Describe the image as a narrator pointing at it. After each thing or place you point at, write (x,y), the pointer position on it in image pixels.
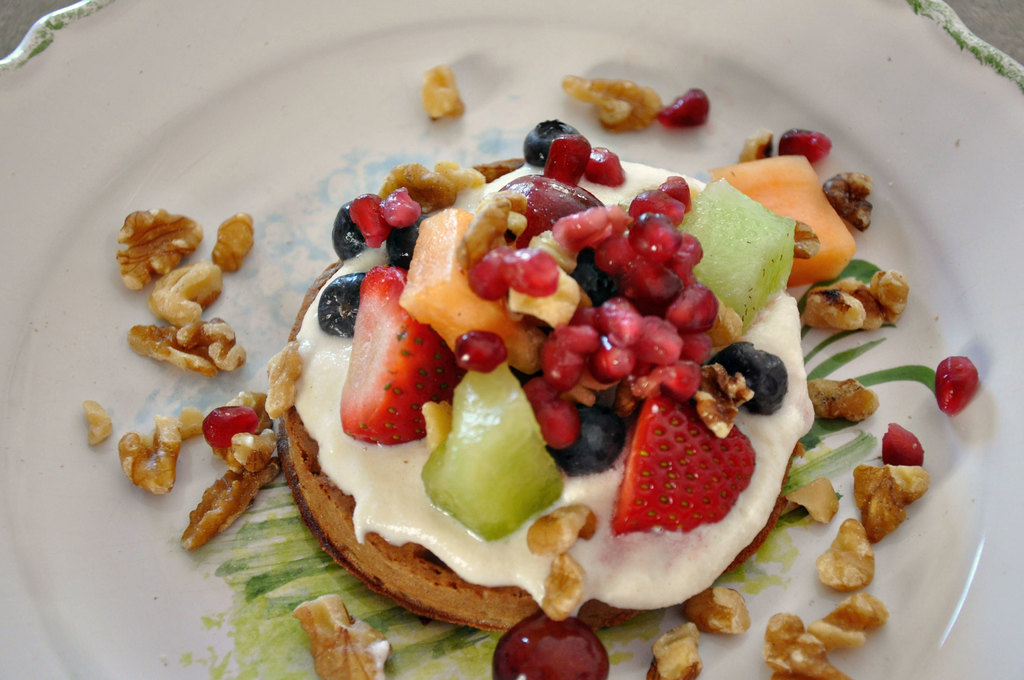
In this image we can see some food (470,397) on the plate (255,368). There is a white color plate (264,101) and we can see some painting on it.
